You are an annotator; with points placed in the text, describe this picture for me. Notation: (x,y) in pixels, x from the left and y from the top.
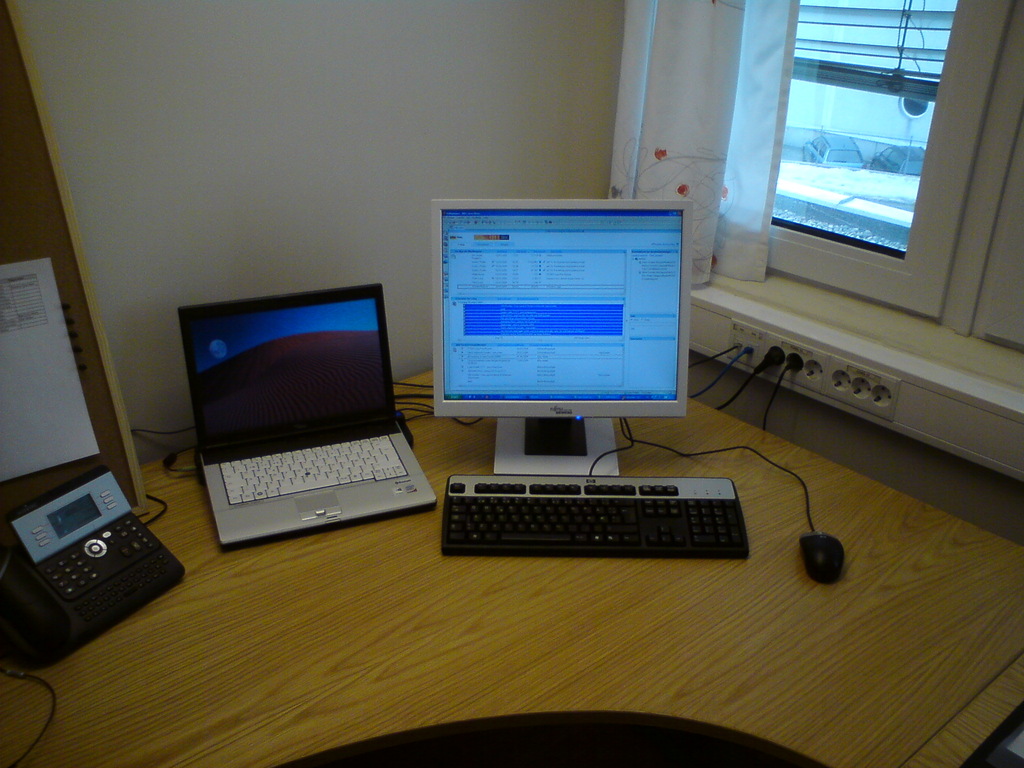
This is the image where a laptop (304,428), system (510,385), keyboard (607,510) and a mouse (808,569) is placed on it. This is the curtain (683,102) and a glass window (959,82). This is a telephone (110,575).
